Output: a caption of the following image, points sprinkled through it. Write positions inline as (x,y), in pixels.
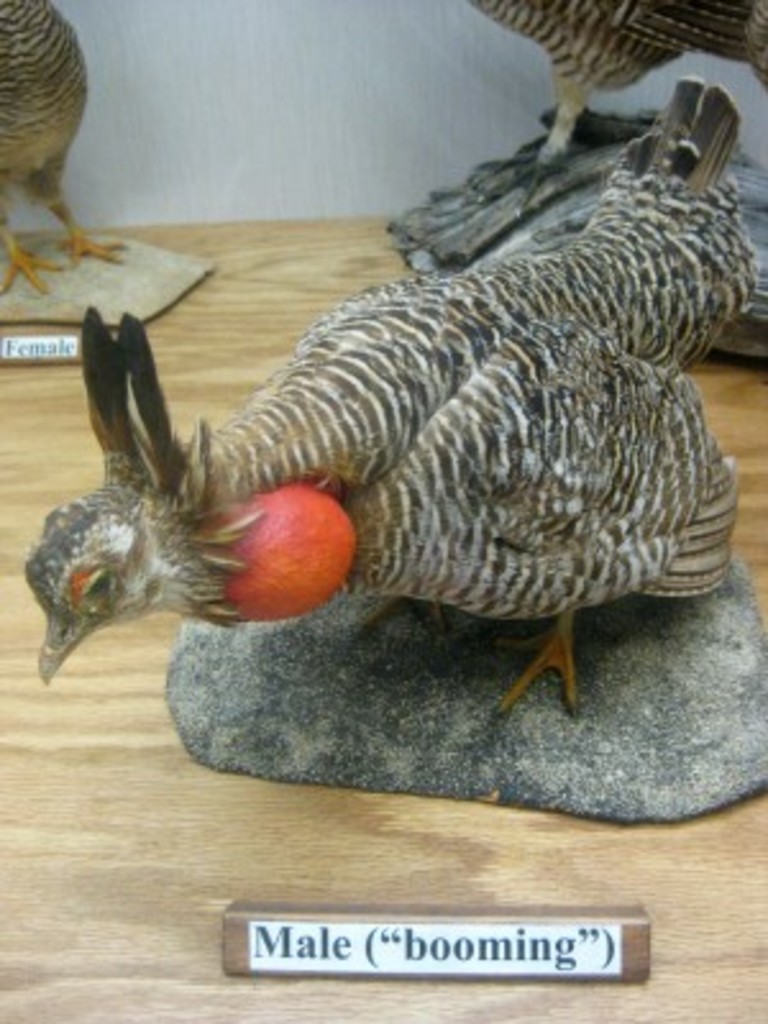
In this image we can see statues (383,553) of birds (430,565) with their name plates (58,351) is kept on the wooden surface (206,889).
